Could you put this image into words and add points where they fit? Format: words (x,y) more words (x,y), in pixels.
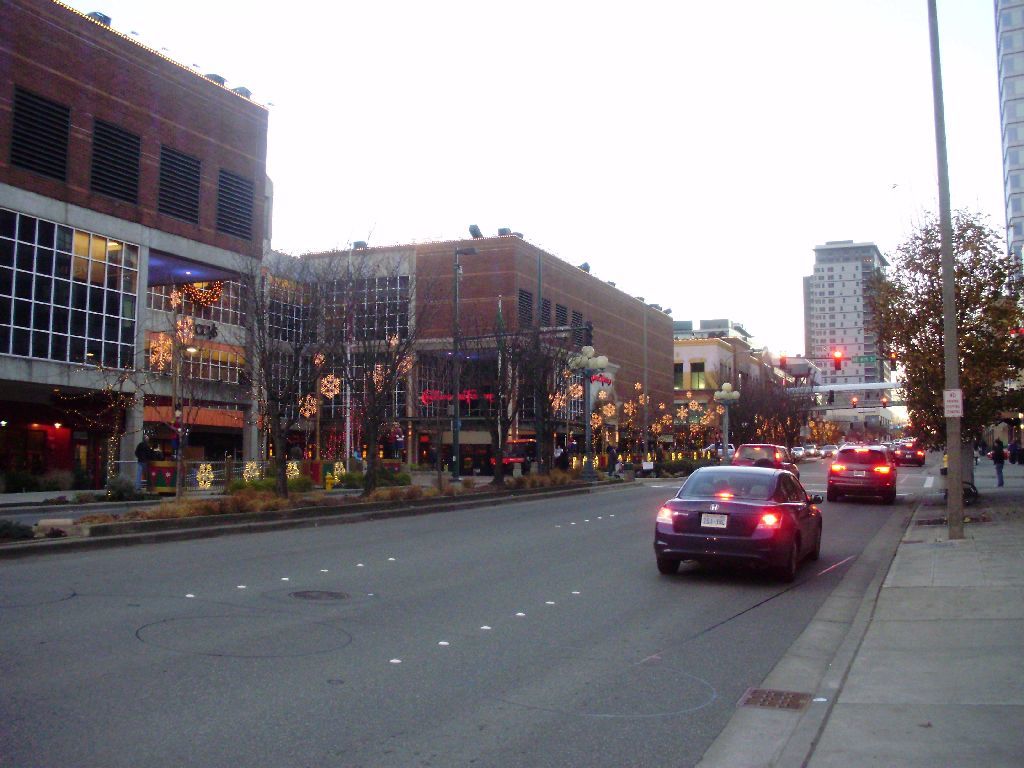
Here in this picture we can see number of cars (778,505) present on the road (626,498) and we can also see number of buildings (690,322) and stores (45,436) present over there and we can see plants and trees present and we can also see lights decoration (164,362) near the buildings (520,430) and we can see traffic signal lights (883,401) present on a pole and we can see a person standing on the right side (1004,470) and we can also see a pole (951,439) present.
